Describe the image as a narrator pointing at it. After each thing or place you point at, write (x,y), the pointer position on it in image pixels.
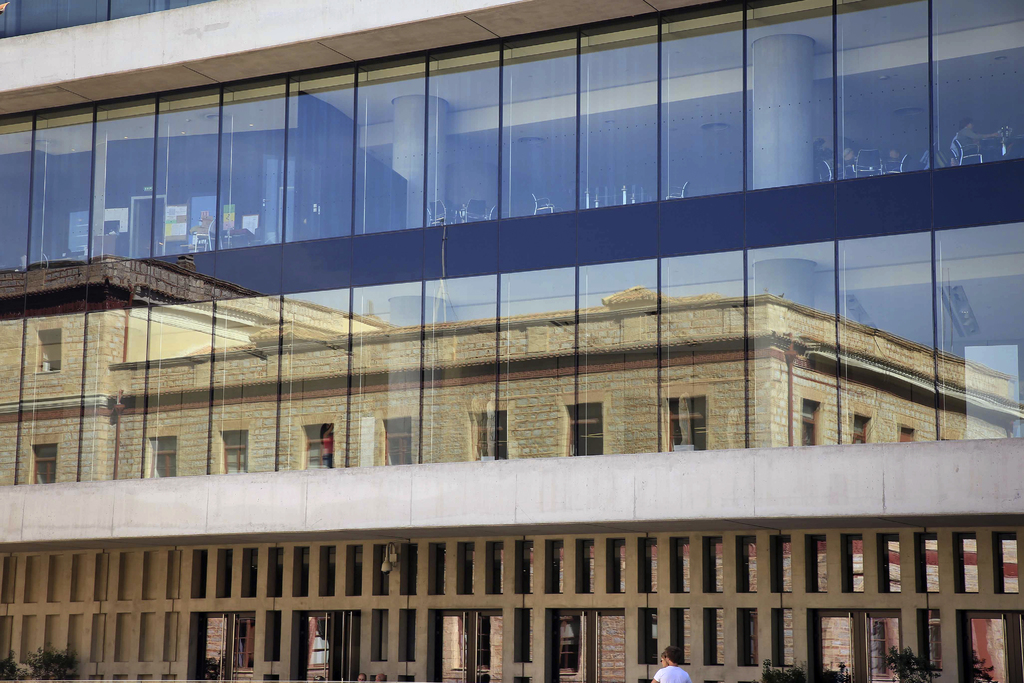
In front of the image there are two people (678,661). In front of them there are plants (48,655), doors (217,650), glass windows (405,442), pillars (570,598). Through the glass windows (366,233) we can see few people (958,141) sitting on the chairs (831,174). Behind them there are empty chairs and a few other objects (227,204).
